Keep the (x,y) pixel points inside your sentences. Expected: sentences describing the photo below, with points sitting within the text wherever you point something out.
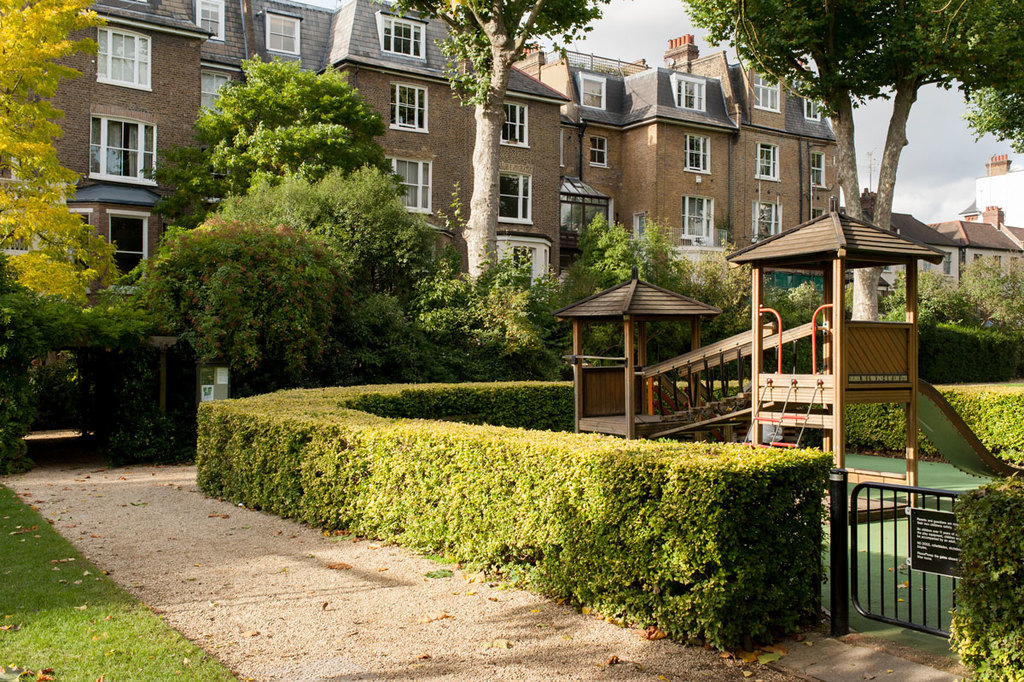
In this picture we can see grass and plants (281,488) on the ground (168,558), here we can see sheds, board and some objects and in the background (576,277) we can see buildings (636,144), trees (564,293), sky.
